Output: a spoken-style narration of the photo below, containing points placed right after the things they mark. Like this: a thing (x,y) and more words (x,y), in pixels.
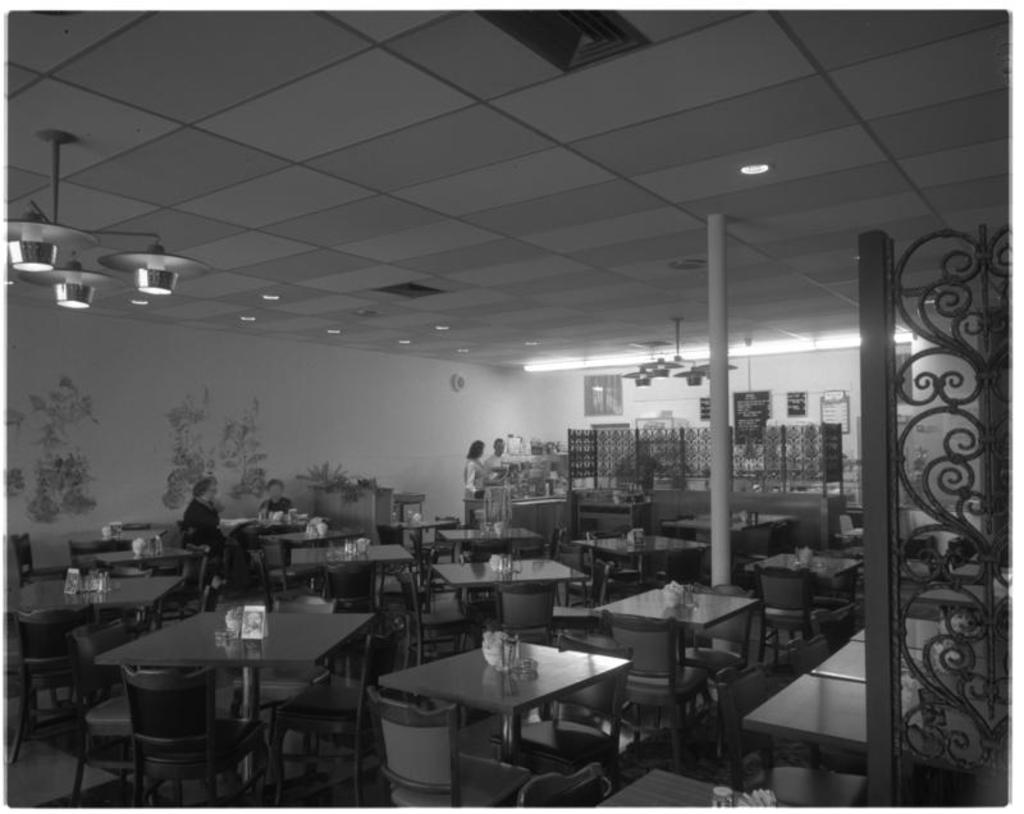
This is a black and white image and it is an inside view of a room (464,596). Here I can see many tables (246,708) and chairs (213,750) on the floor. on the tables (304,621) few glasses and some other objects (513,649) are placed. On the left side (197,506) two persons (205,525) are sitting on the chairs (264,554). In the middle of the image (484,475) two persons (482,472) are standing. In the background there are many tables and boards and also I can see many frames (768,413) attached to the wall (795,373). On the right side (937,518) there is a metal frame (952,408). Here I can see a pole (712,422). At the top of the image (148,258) there are few lights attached to the ceiling (290,193) and also there is a chandelier (65,236).
